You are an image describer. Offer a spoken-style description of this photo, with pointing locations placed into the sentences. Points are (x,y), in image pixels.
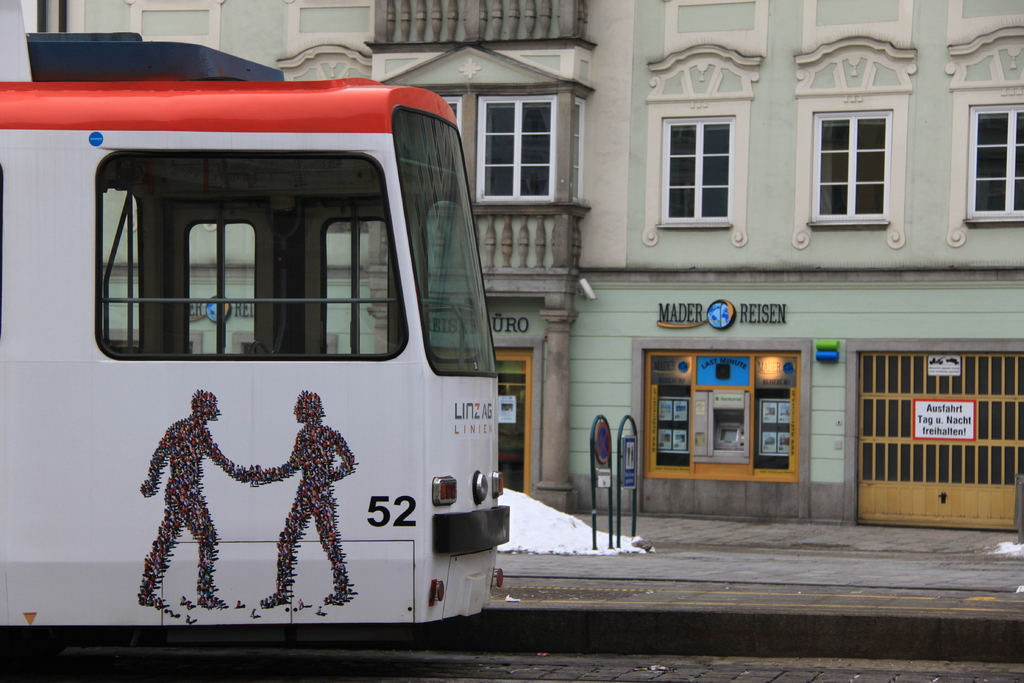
In this image it looks like a bus (234,358) which is on the road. In the background (752,182) there is a building (821,130). There are two boards (606,452) on the footpath (649,537). On the right side (911,477) it seems like a railing (963,443) on which there is a board (933,426). There are some art (198,456) on the bus (258,502). There is some white color snow (558,534) on the footpath (585,555).
